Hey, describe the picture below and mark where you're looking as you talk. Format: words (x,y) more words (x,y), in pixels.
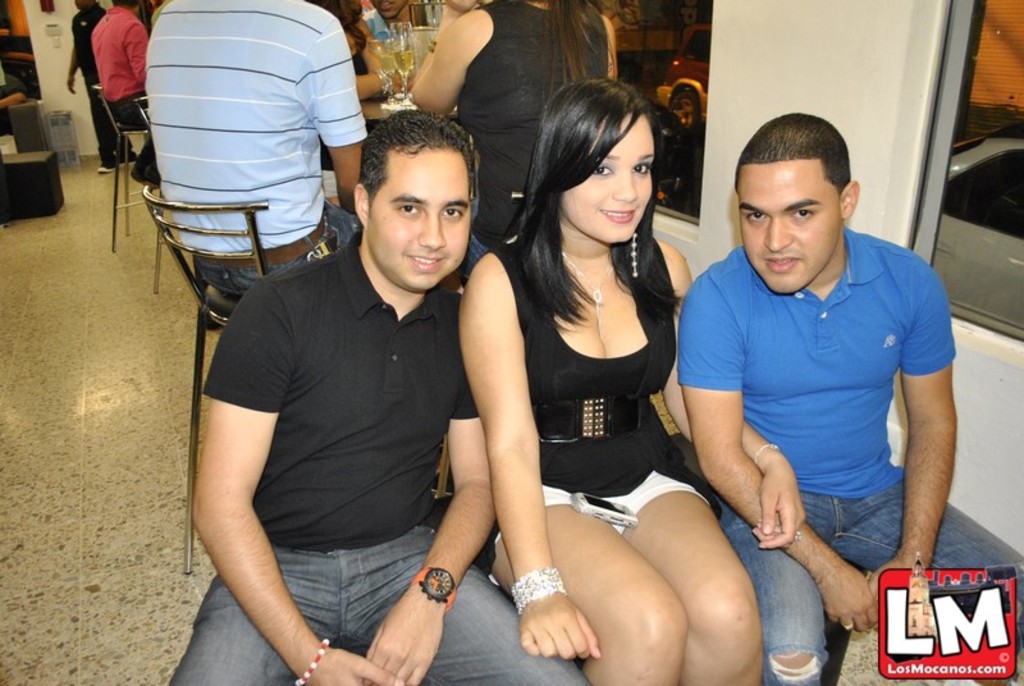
In this image we can see a group of people (822,256) sitting. In the foreground (617,525) we can see a mobile (606,512) on a woman (600,556). On the left side of the image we can see a person (99,169) standing on the floor (85,168) and a container (54,123) placed on the floor (82,428). On the right side of the image (999,211) we can see a group of cars (1015,220) through the windows (958,199) and the wall (833,101). At the top of the image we can see some glasses (402,80) placed on the table (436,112).
